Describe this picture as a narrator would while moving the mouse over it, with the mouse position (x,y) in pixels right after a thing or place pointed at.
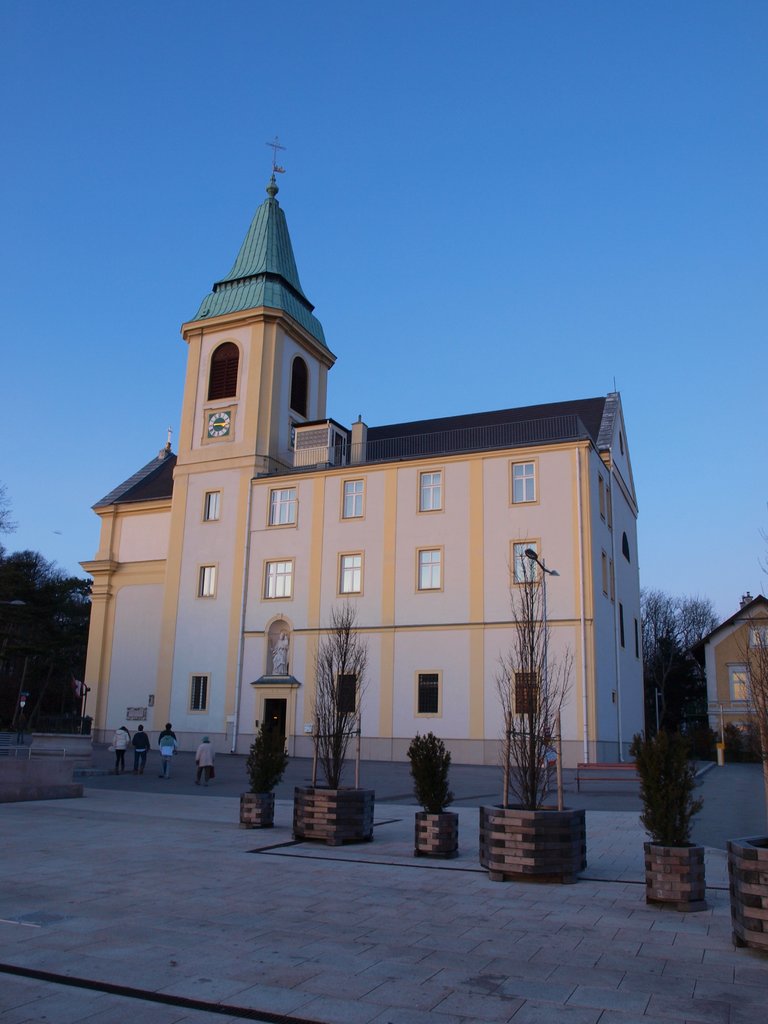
In this image, I can see the buildings (370,621) with windows (731,688). There are flower pots (693,869) with plants (326,771) and a group of people (166,767) standing. On the left (51,653) and right side of the image (661,681), I can see the trees (61,656). In the background (99,405), there is the sky (517,265).
